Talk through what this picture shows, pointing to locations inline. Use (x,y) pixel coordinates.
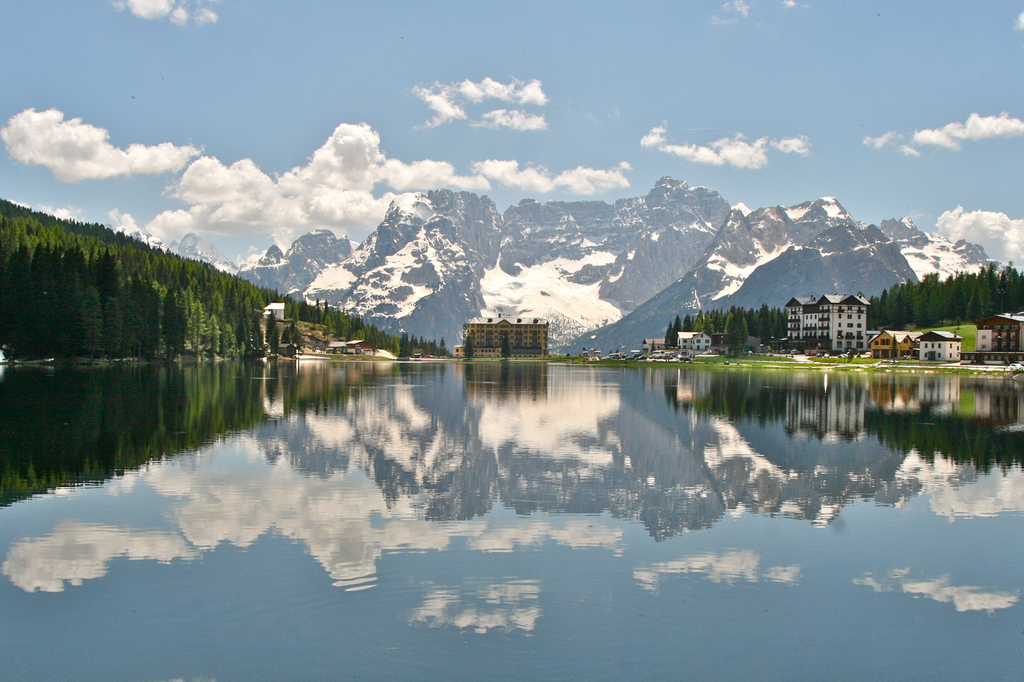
In this image we can see the trees (231,289), mountains (698,261), buildings (493,318), houses (894,335) and also the sky (422,79) with the clouds (185,174). At the bottom (174,554) we can see the river (712,395).
